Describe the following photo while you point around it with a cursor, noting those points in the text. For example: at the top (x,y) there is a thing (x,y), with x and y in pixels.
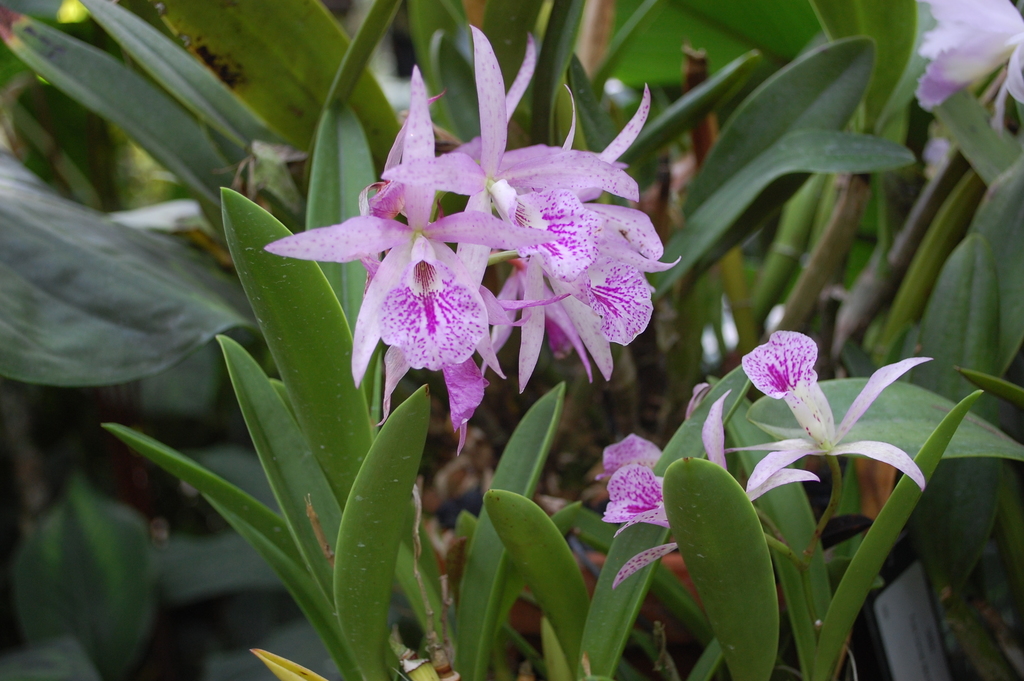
In this picture we can see some flowers (451,408) and a few green plants (386,108) in the background (776,561). There is an object (934,656) visible on the right side (937,675).
